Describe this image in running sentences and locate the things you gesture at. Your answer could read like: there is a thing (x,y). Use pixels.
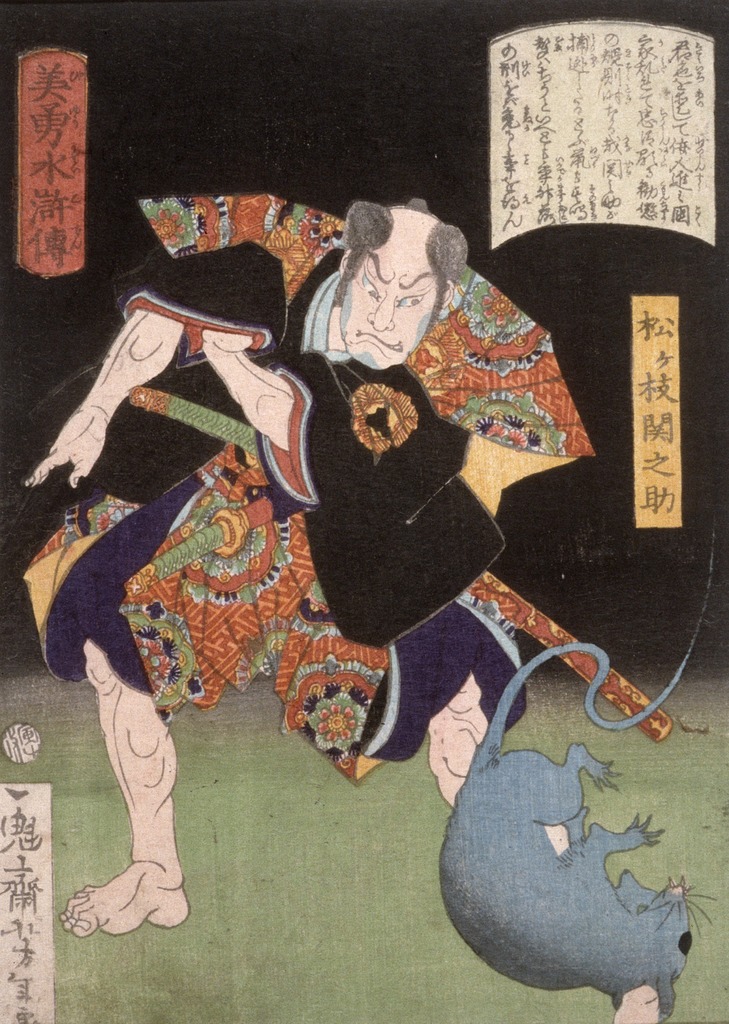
In this image I can see an art (438,756). There is some text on it.
